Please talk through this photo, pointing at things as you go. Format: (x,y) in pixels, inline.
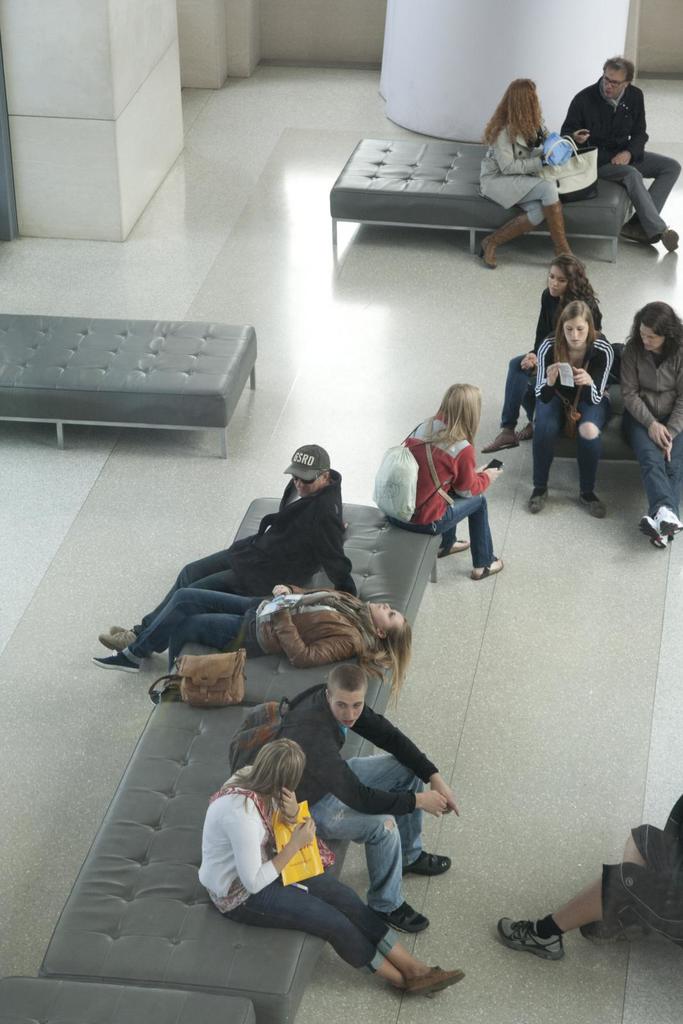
In this image, we can see some people (383,903) sitting on the couch (211,774) and we can see the floor (240,256).
